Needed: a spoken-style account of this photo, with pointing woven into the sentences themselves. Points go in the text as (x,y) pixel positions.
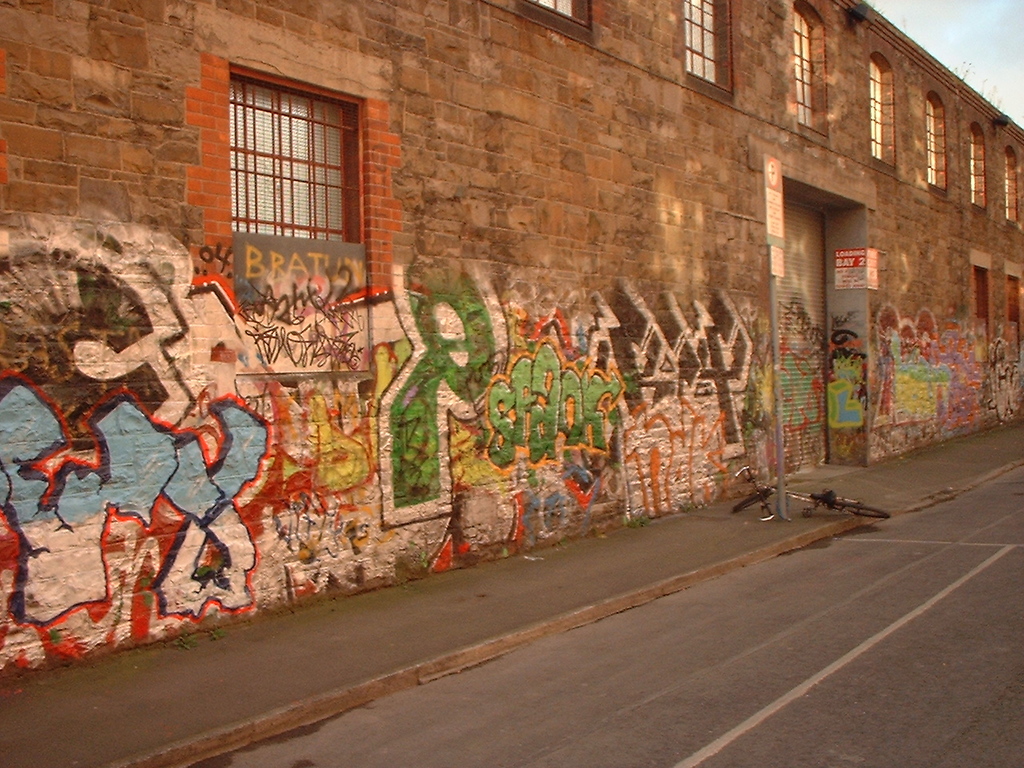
There is a road (787,719). Near to that there is a sidewalk (682,558). On the sidewalk (634,568) there is a pole (770,262) with a board (775,234). Near to that there is a cycle (844,505). In the back (510,302) there is a building (500,208) with brick wall (511,159), windows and a shutter (824,373). On the building (376,484) there is graffiti (720,410). On the right corner (979,65) there is sky (975,63).
